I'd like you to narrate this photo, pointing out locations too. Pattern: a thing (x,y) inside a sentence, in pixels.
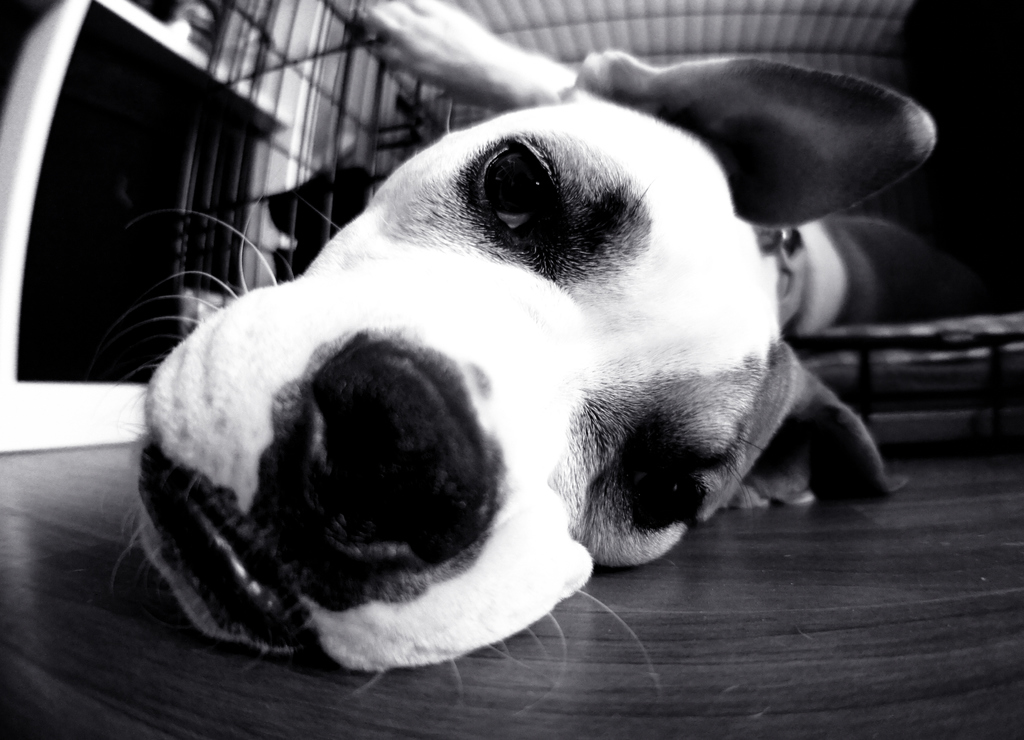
In the image we black and white image. In the image we can see close up view of a dog (462,508) lying on the floor (621,575) and here we can see wooden floor (792,661).
